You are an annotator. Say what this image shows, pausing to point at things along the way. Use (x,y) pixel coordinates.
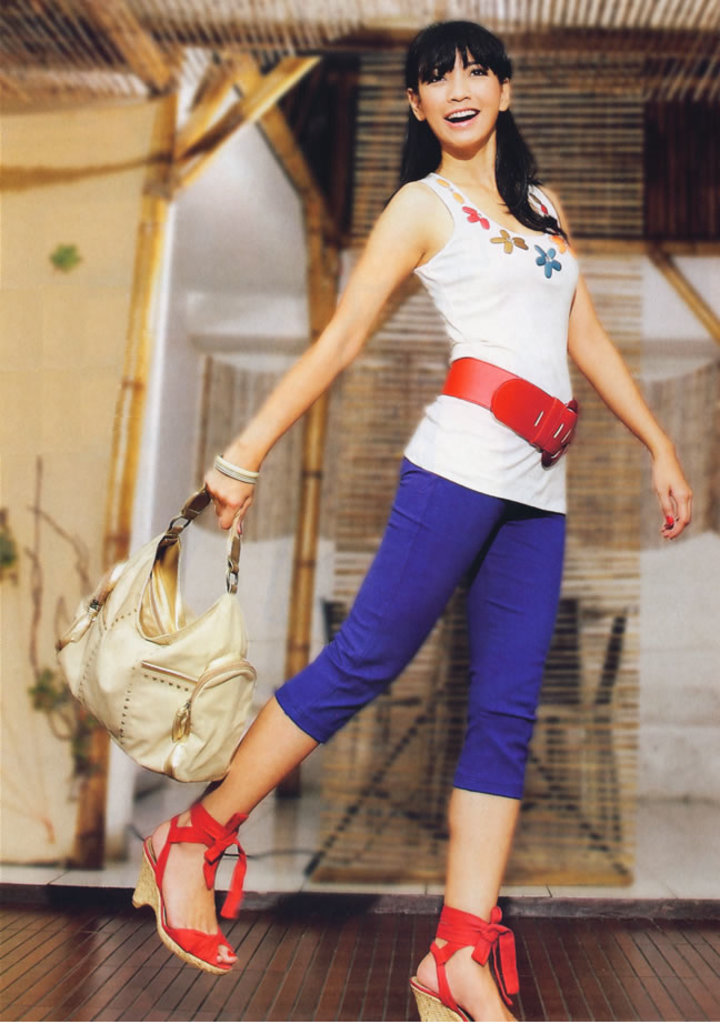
in the picture the woman (415,582) was walking and catching a bag (174,659) with her, behind her we can see an architecture (112,435).
